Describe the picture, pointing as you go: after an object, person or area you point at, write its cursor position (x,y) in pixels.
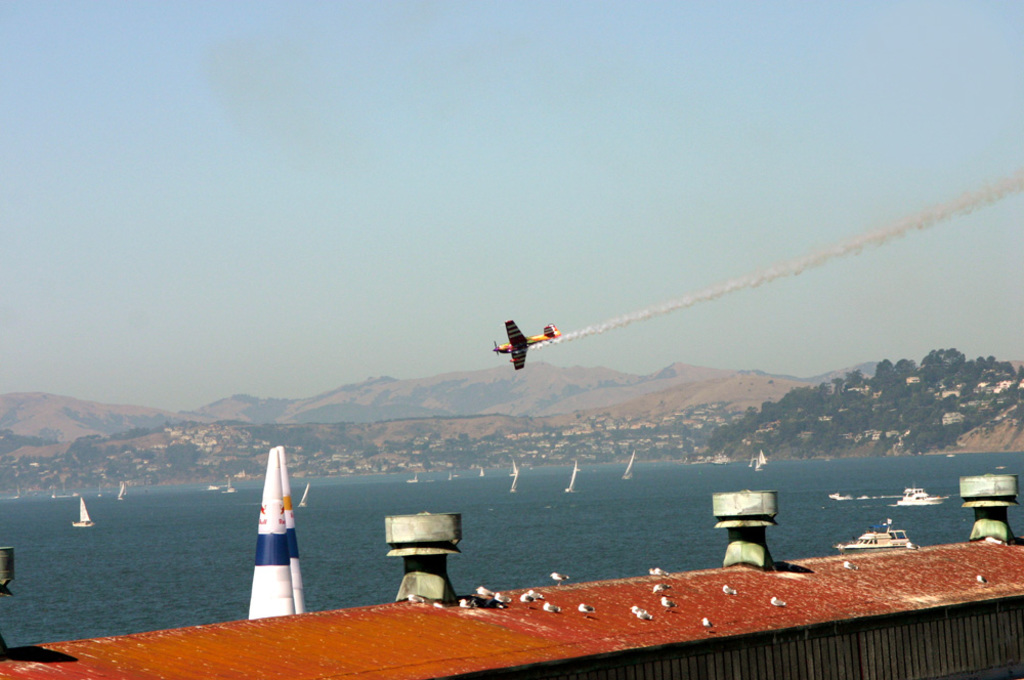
In this image I can see the shed (935,631) and I can see few birds (664,569) and few objects (1006,491) on the shed (583,585), background (867,534) I can see few boats (878,526) on the water (621,491), mountains (561,368). Background (424,361) I can see an aircraft (519,368) and the sky (542,254) is in blue color.
